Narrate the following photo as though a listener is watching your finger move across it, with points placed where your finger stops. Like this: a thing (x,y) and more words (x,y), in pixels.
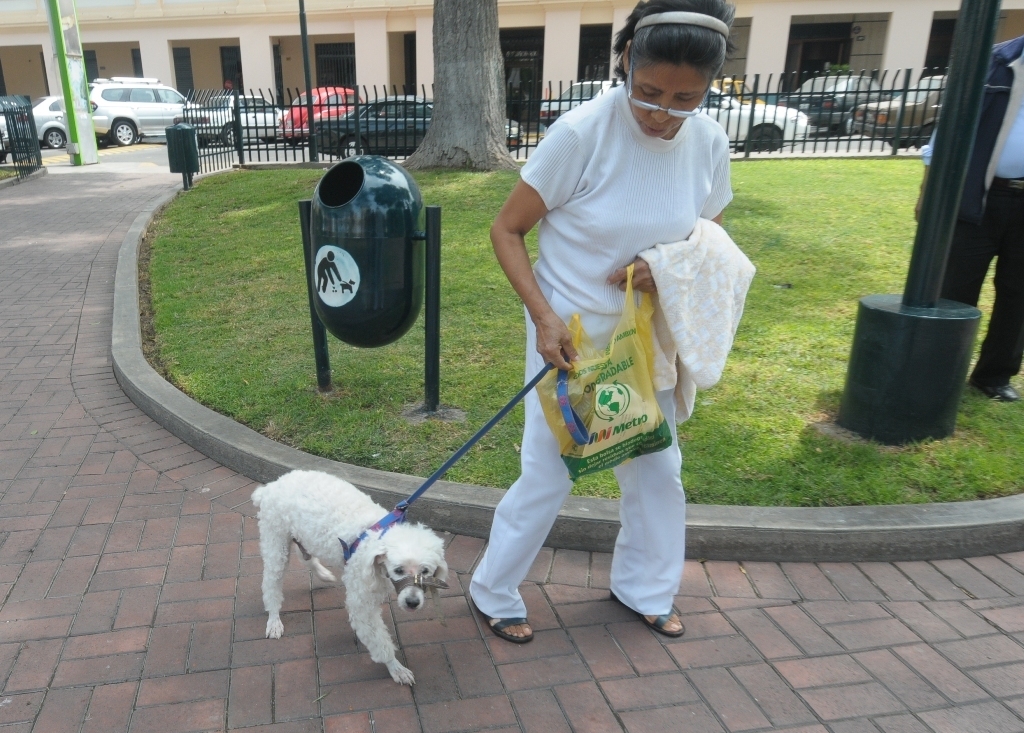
In this picture we can see women (673,100) wore spectacle (687,112) holding plastic cover (617,364), cloth (665,251), rope (561,407) and to this dog (369,559) and in the background (193,323) we can see fence (395,111), grass (252,205), cars (388,98), building (358,45), pillar (433,45) and here one more person (991,142) is standing and this is a bin (376,258).
